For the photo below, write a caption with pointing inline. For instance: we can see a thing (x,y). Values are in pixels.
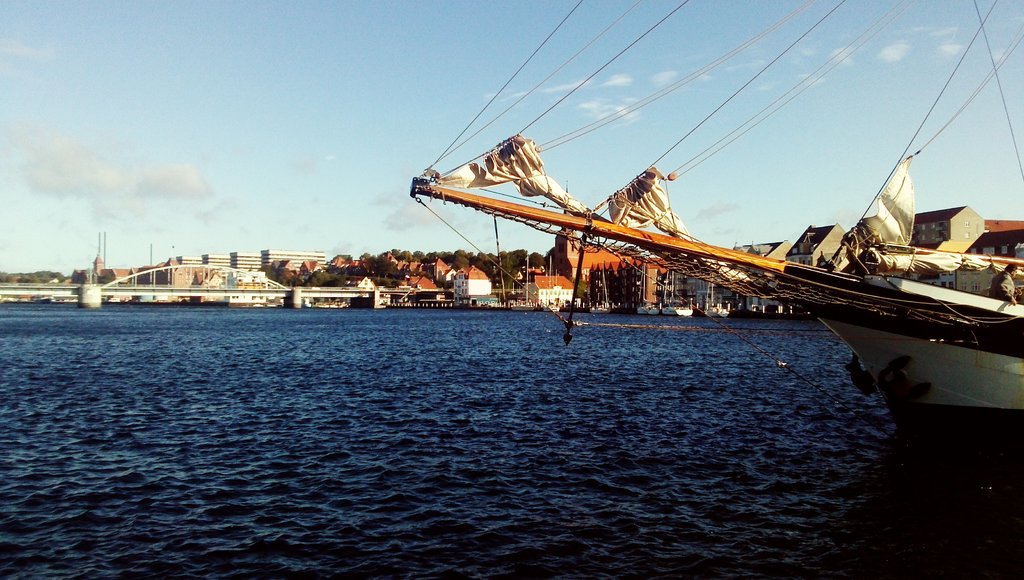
In this image there is water (648,371) and we can see ships (722,314) on the water (730,324). In the background (283,295) there is a bridge (191,289) and we can see buildings (442,267) and trees (469,258). At the top (455,72) there is sky (526,71).
